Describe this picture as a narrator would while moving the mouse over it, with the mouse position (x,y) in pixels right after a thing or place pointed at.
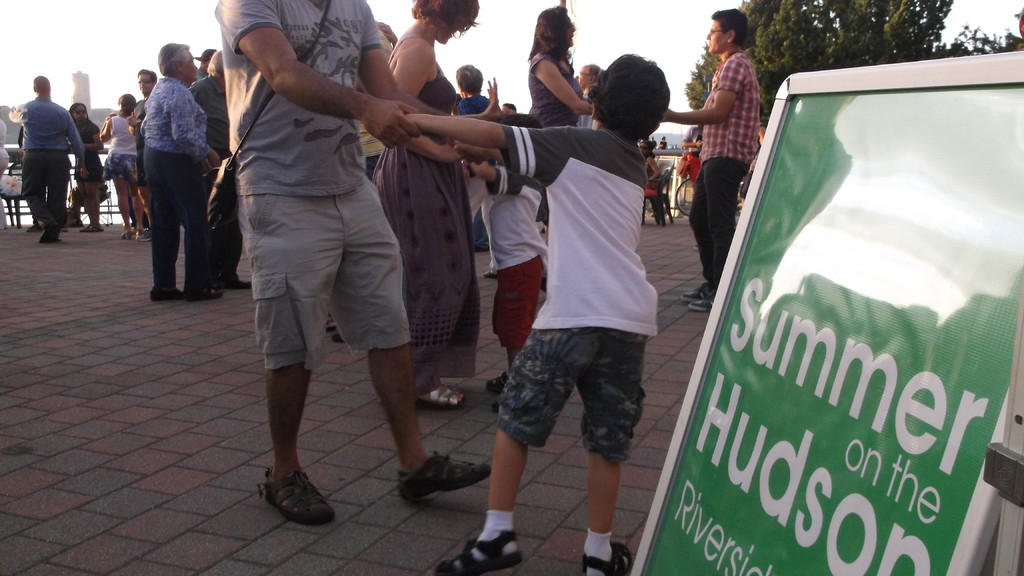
In this image we can see persons (372,299) standing on the floor (218,417), information board (760,283), bicycle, persons (649,177) sitting on the chairs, sky (186,30) and trees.
